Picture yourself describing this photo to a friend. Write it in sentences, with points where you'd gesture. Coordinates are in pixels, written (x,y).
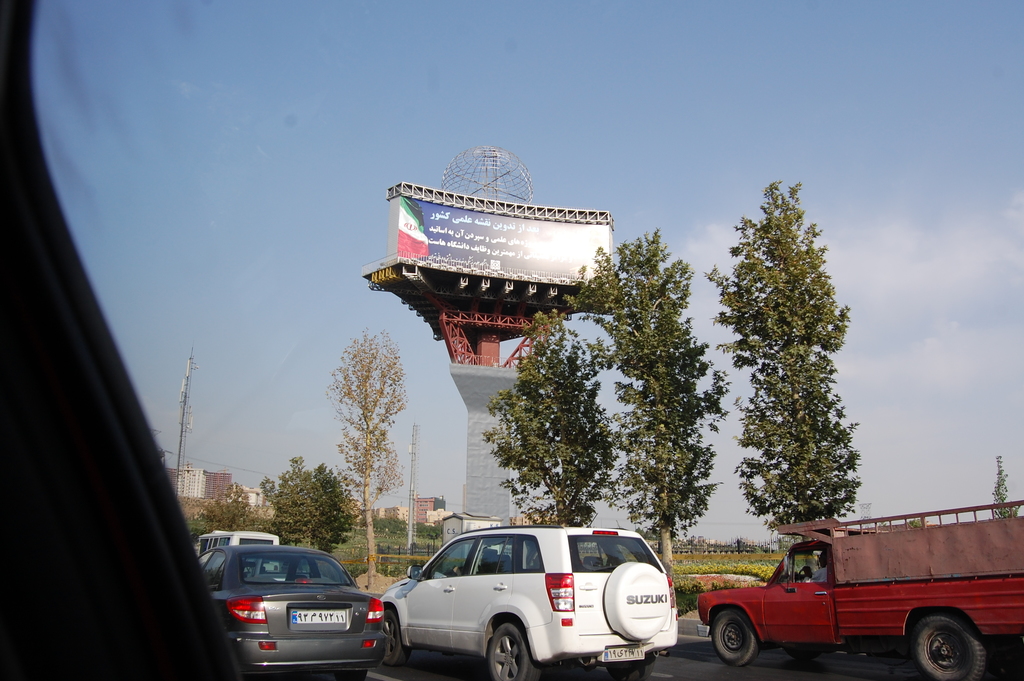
In this image I can see few vehicles (996,648), trees (342,518) in green color, few buildings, towers (478,459) and the sky (552,187) is in blue and white color.
